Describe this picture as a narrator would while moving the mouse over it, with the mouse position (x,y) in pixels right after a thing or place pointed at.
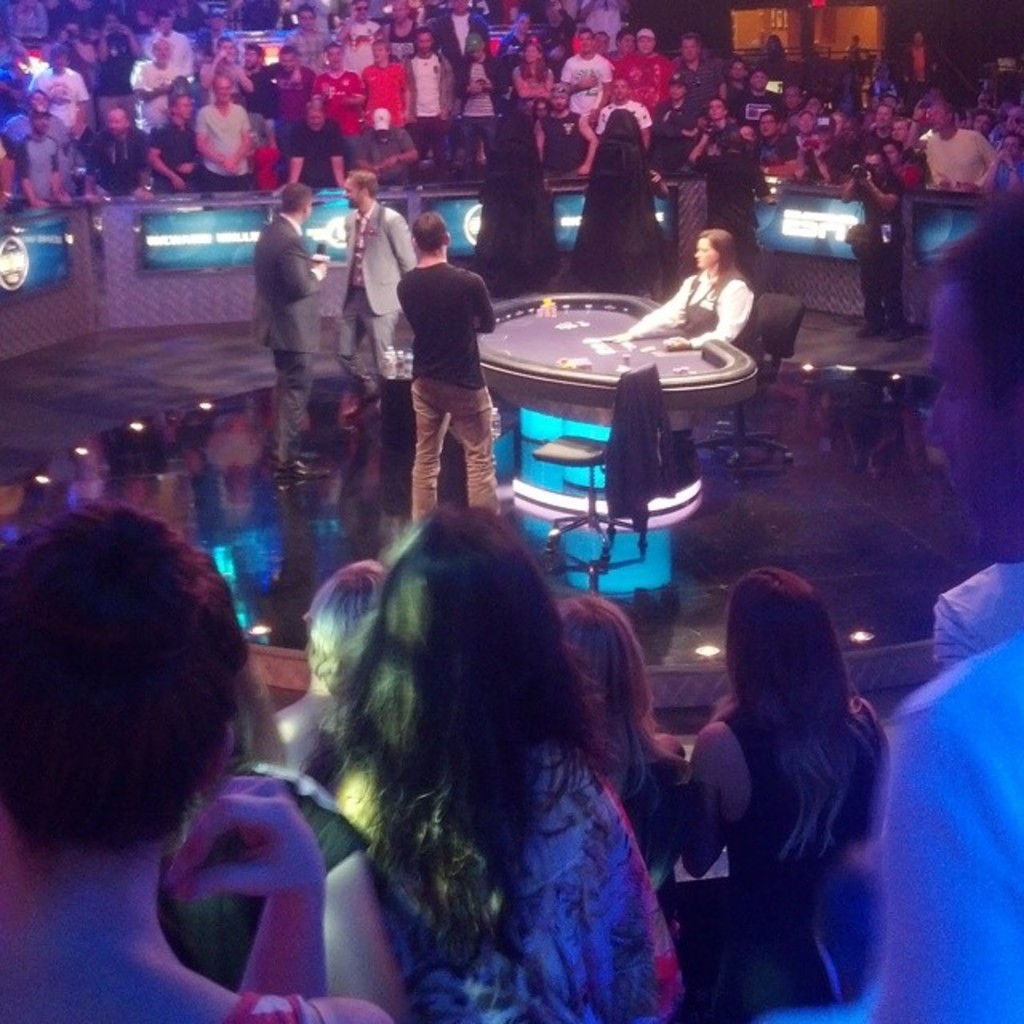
In this image there are persons (262,139) standing and sitting In the center (615,343) there is a table (584,341) and there are lights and there is an empty chair (577,442). In the background (780,159) there are persons (878,232) standing and clicking a photo holding a camera (856,169) and there is a board (207,232) with some text (173,237) written on it.
